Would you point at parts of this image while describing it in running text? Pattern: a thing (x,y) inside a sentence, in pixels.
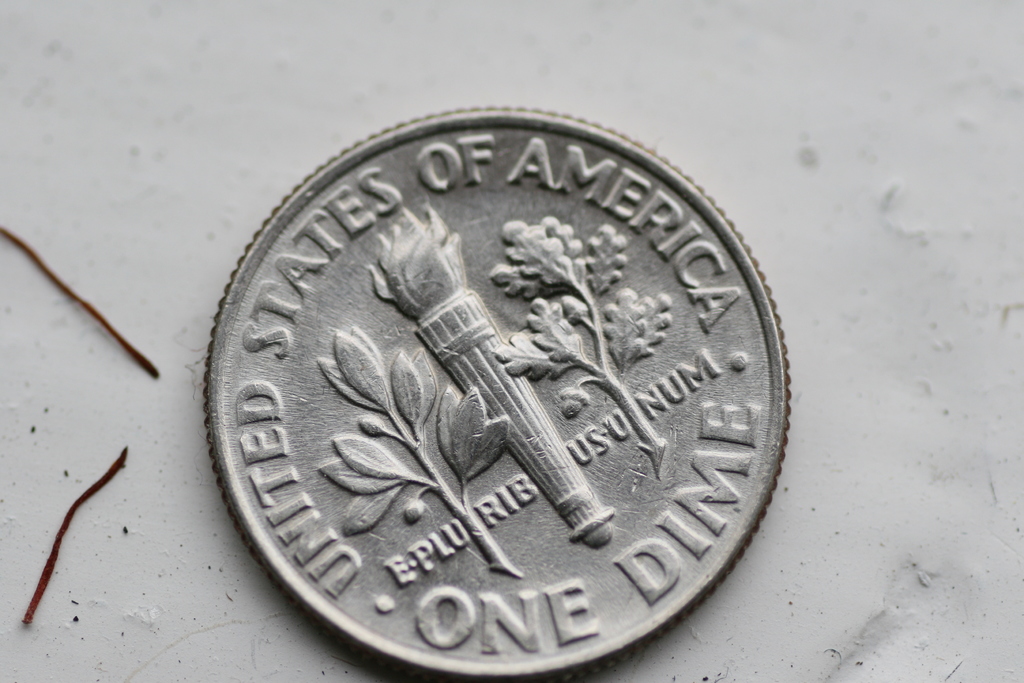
In this image I can see a coin (519,399) which is silver in color on the white colored surface (821,135). I can see something is printed on the coin (571,227).
